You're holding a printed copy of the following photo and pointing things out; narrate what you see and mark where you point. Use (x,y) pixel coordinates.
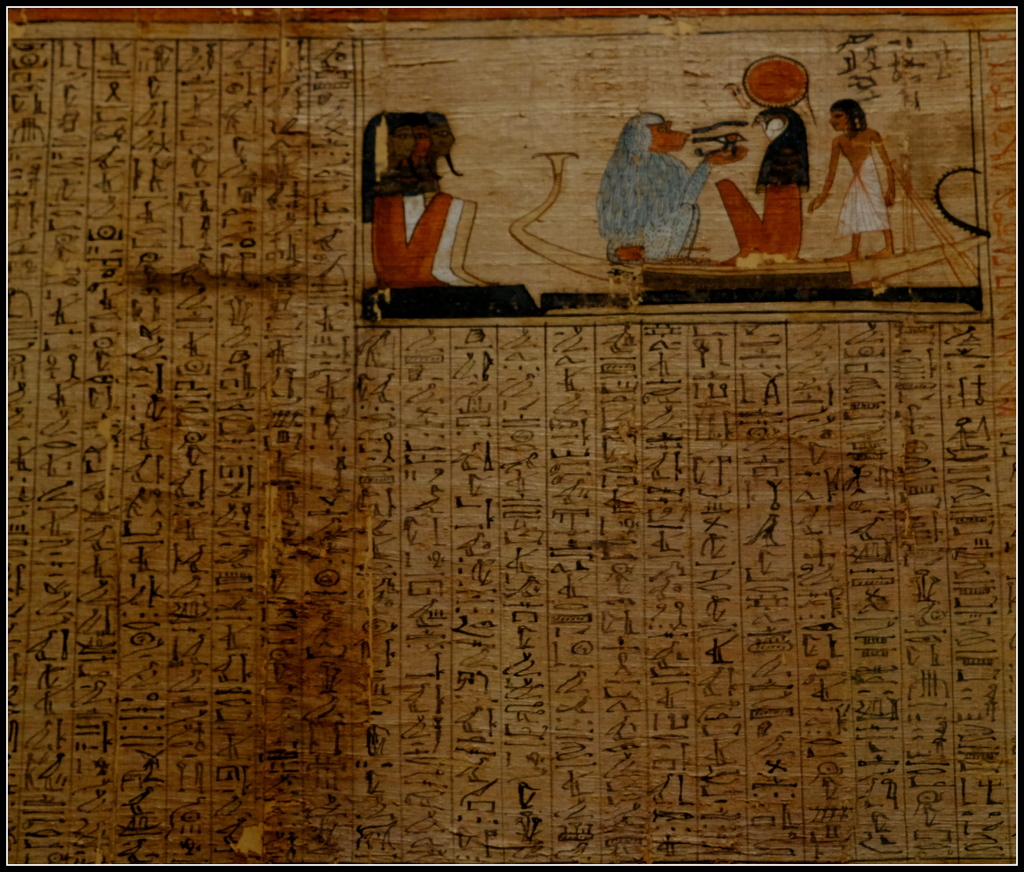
This is a painting. In this image there is a painting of a person (388,260) and there is a painting (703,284) of a monkey (701,256) and there is a text (526,625).
